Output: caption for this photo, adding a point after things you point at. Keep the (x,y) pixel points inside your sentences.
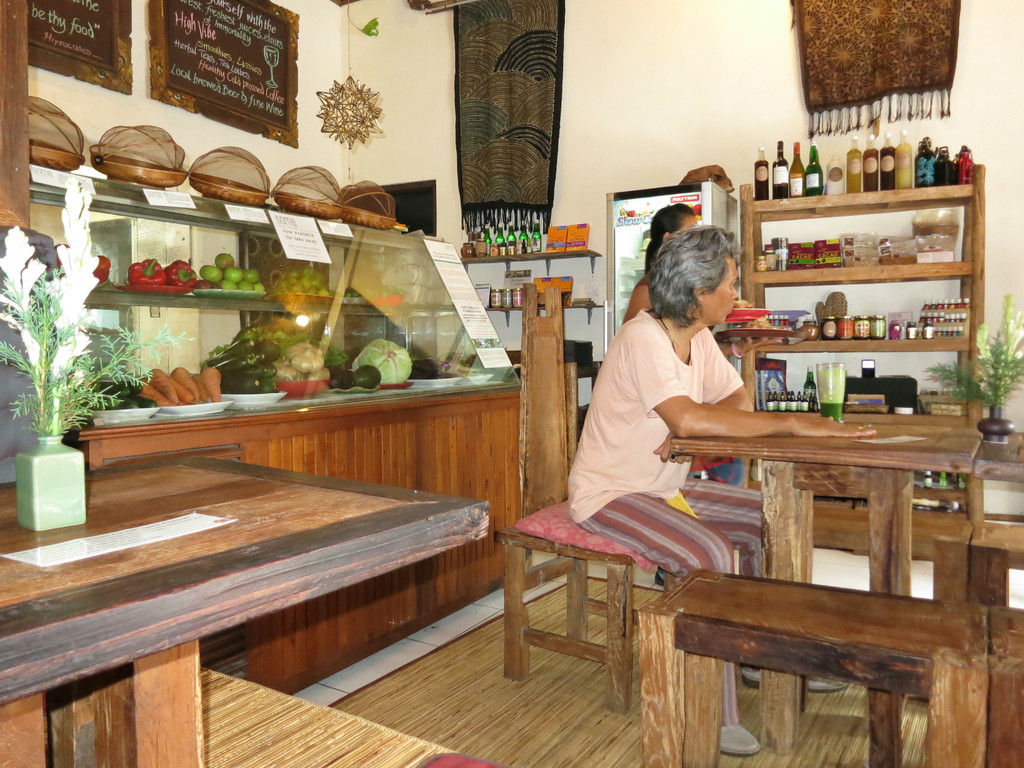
This is the image inside the room (701,107). There is a person (639,396) sitting at the table (713,453) and there is a another person (660,213) standing behind the table (807,438) and she is holding plates (750,312). At the top (82,45) there are frames (129,53) on the wall (436,60) and at the left (138,265) there are fruits (252,369) in the plates (217,410) and at the back (883,169) there are bottles (920,169) in cupboards (888,196), there are plants (131,371) on the table (960,444).
